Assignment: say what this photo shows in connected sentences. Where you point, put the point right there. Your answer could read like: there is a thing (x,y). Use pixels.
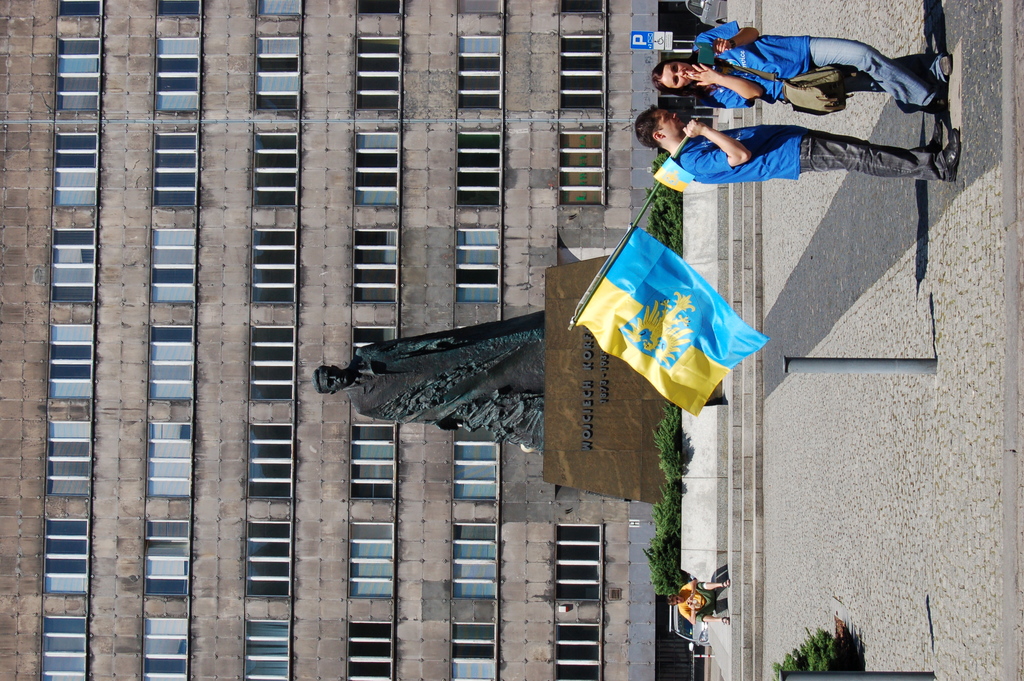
In the picture I can see a two persons (748,146) wearing blue dress (786,62) are standing where one among them is holding a rod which has a flag (686,269) attached to it and there is a statue (437,361) behind them and there are few plants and a building (224,257) in the background (204,307).
